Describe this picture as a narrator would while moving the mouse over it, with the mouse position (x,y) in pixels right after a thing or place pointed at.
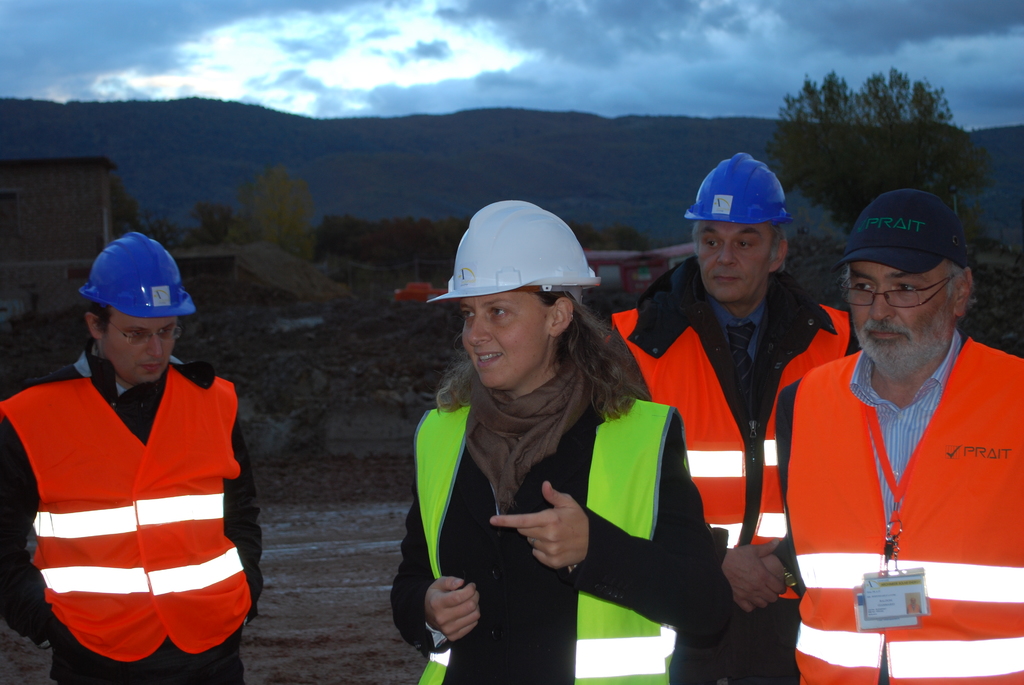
In this image, we can see some people (458,443) standing, in the background (894,134) we can see a green color plant (842,167), at the top (739,49) there is a blue color sky (716,50).
